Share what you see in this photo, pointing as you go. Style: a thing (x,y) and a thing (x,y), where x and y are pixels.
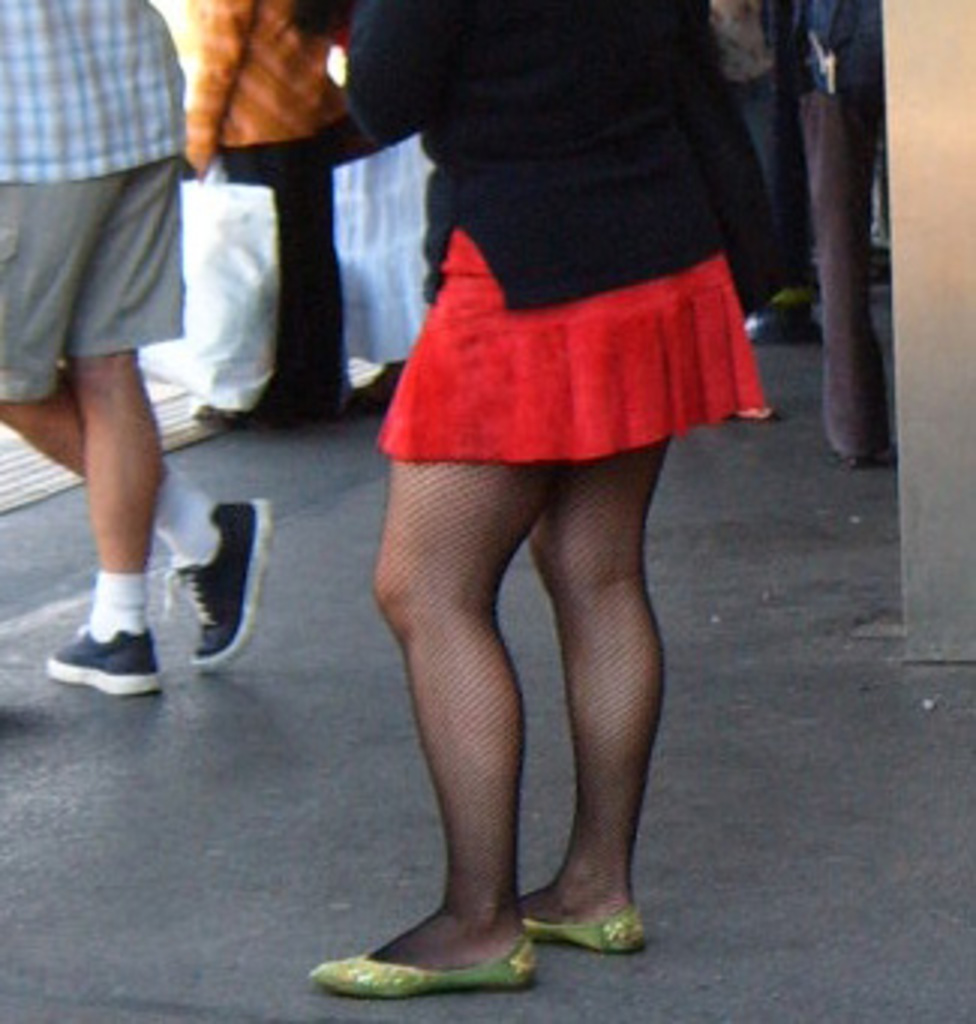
In this image I can see the group of people (370,63) standing and wearing the different color dresses (461,140). I can see one person (192,110) holding the bag (201,219).
